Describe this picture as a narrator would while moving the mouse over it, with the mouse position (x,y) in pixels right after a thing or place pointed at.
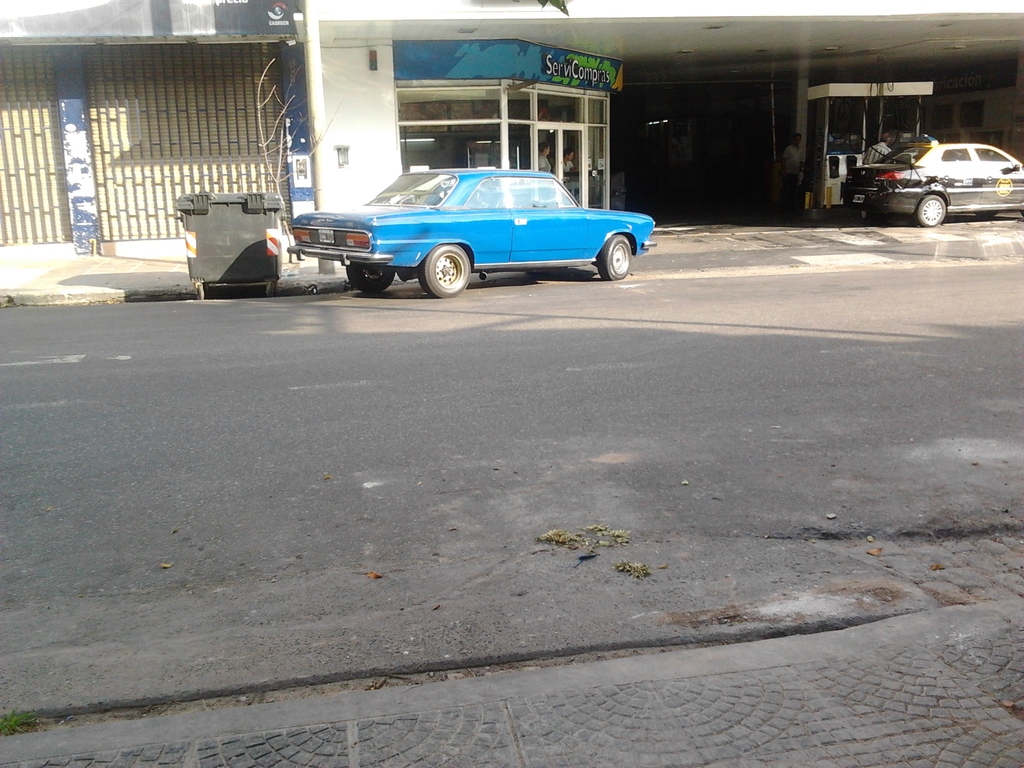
In this image, in the middle (386,271), we can see a car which is placed on the road (730,466). On the right side (924,135), we can also see another car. In the background (416,154), we can see a building (627,149), glass doors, a group of people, metal grill (235,141). At the bottom (327,585), we can see a road (938,470) and a footpath (731,650).
